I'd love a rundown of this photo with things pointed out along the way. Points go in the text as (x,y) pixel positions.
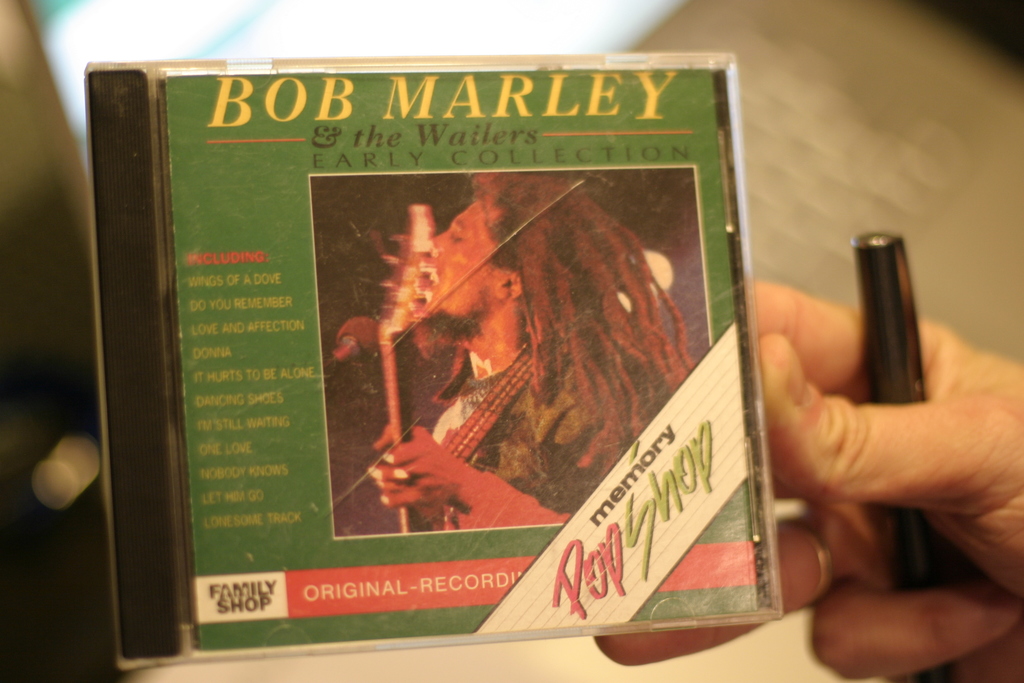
In this image there is one person (939,484) who is holding a pen (876,335) and CD case (163,326), on the CD case (356,208) there is text (561,117) and one person (466,410) and the person (419,441) is holding guitar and the background (17,65) is blurred.
